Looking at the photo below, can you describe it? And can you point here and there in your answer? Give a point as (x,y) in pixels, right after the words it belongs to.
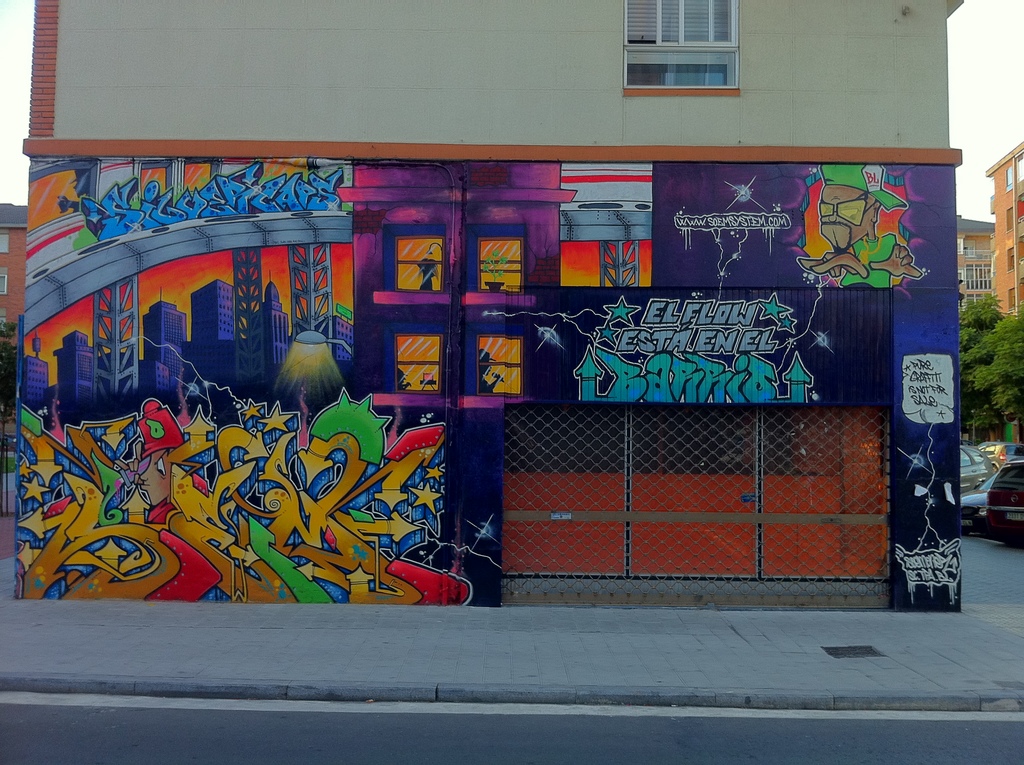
In the center of the image (453,505) we can see the doors (721,466), mesh (705,484), graffiti (230,539) on the wall (441,378). In the background of the image (985,299) we can see the buildings (8,239), trees (985,299), window (728,40). On the right side of the image (961,489) we can see the vehicles (989,469). At the bottom of the image (533,671) we can see the road (453,727) and footpath (53,602). In the top right corner (993,127) we can see the sky (953,113).
